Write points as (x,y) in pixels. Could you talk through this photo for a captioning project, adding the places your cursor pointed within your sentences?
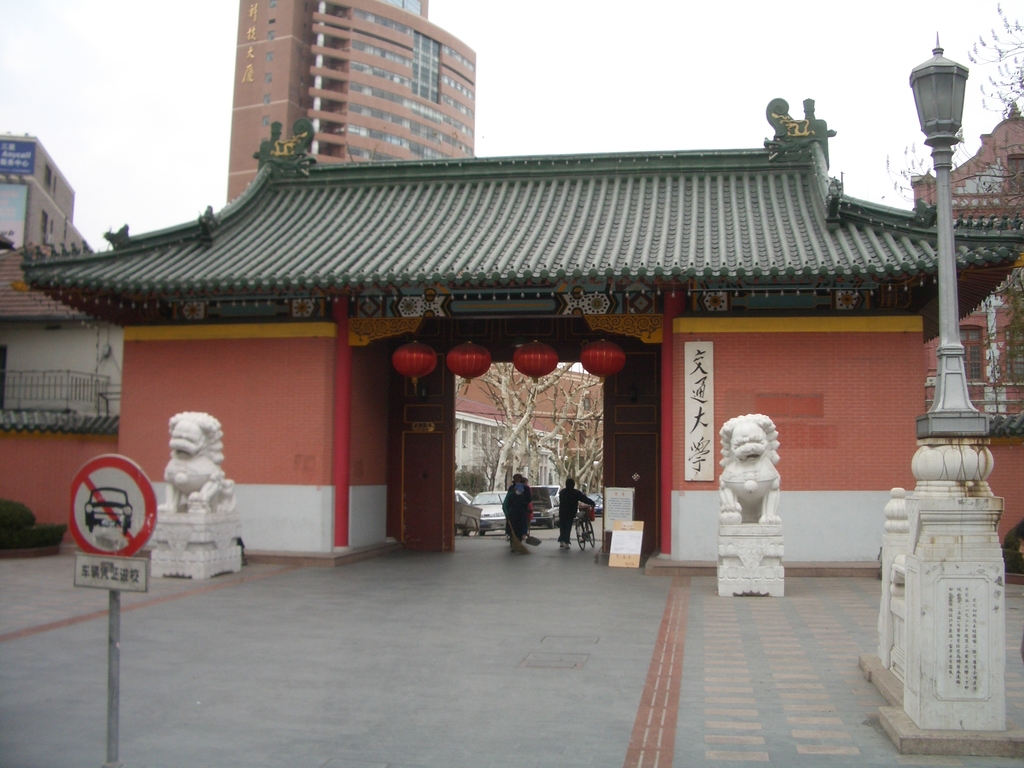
This is the picture of a place where we have some buildings (321,424), people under the arch (240,293) and some statues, poles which has some lights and boards (131,492).
